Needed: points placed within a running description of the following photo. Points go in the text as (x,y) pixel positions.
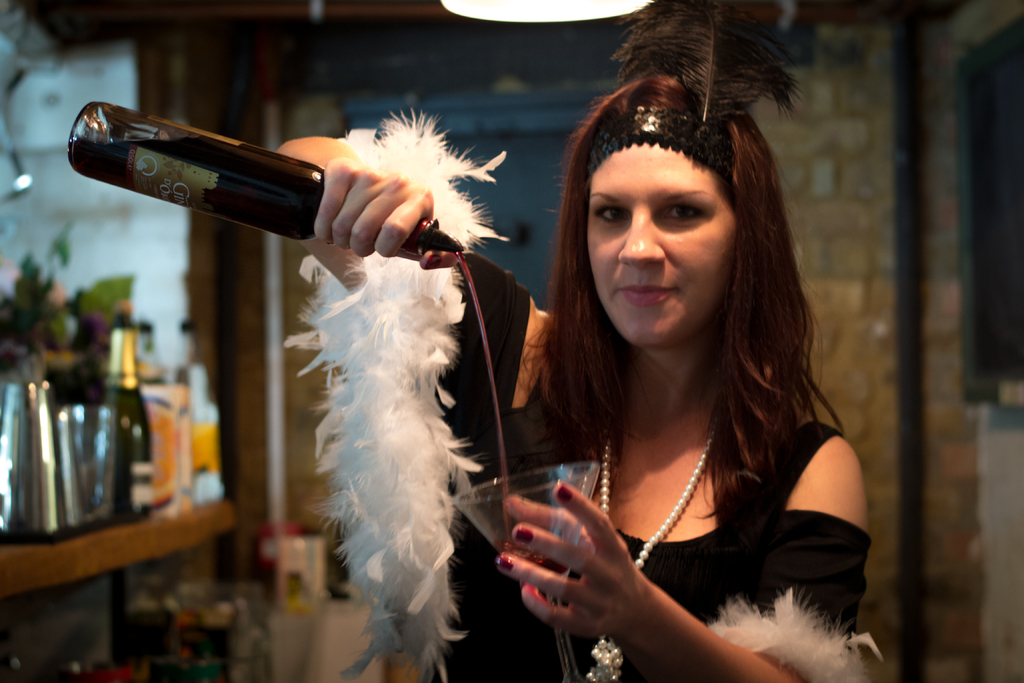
In this picture we can see a woman (694,322) pouring juice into the glass (516,518) from the bottle (238,177). On the background (827,258) there is a wall (835,333). And these are the bottles (124,477).
